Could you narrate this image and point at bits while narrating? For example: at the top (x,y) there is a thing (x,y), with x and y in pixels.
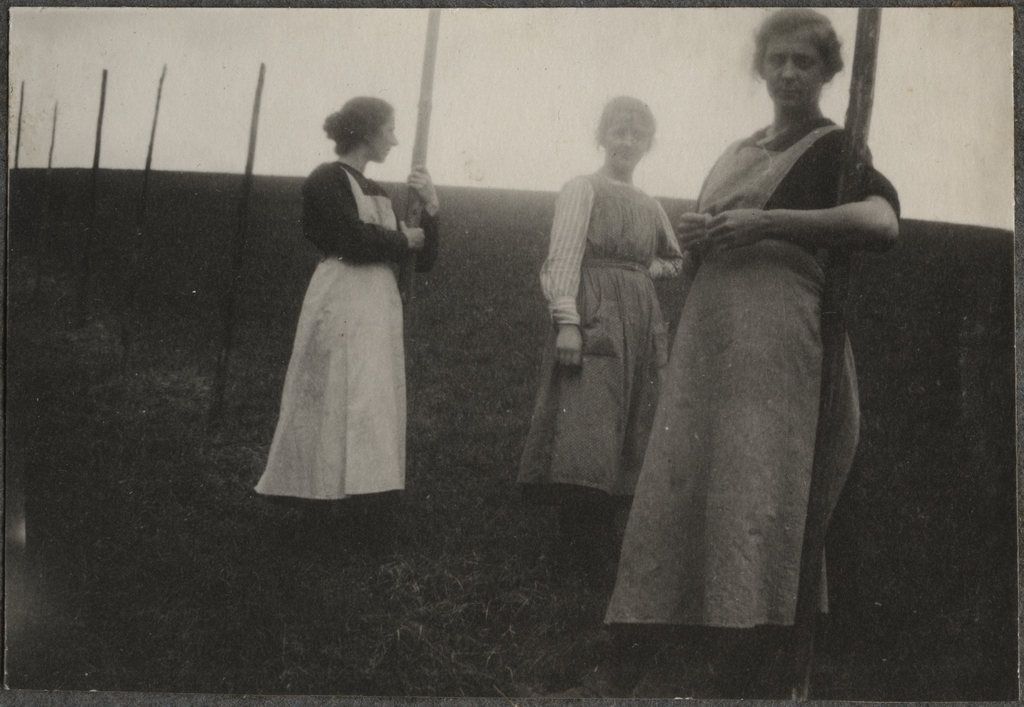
In this picture there are three women (668,342) wearing gown (642,331), standing in the grass lawn (292,321) and two (751,293) are looking into the camera. Behind there are some sticks (430,29) in the grass ground (147,444).
